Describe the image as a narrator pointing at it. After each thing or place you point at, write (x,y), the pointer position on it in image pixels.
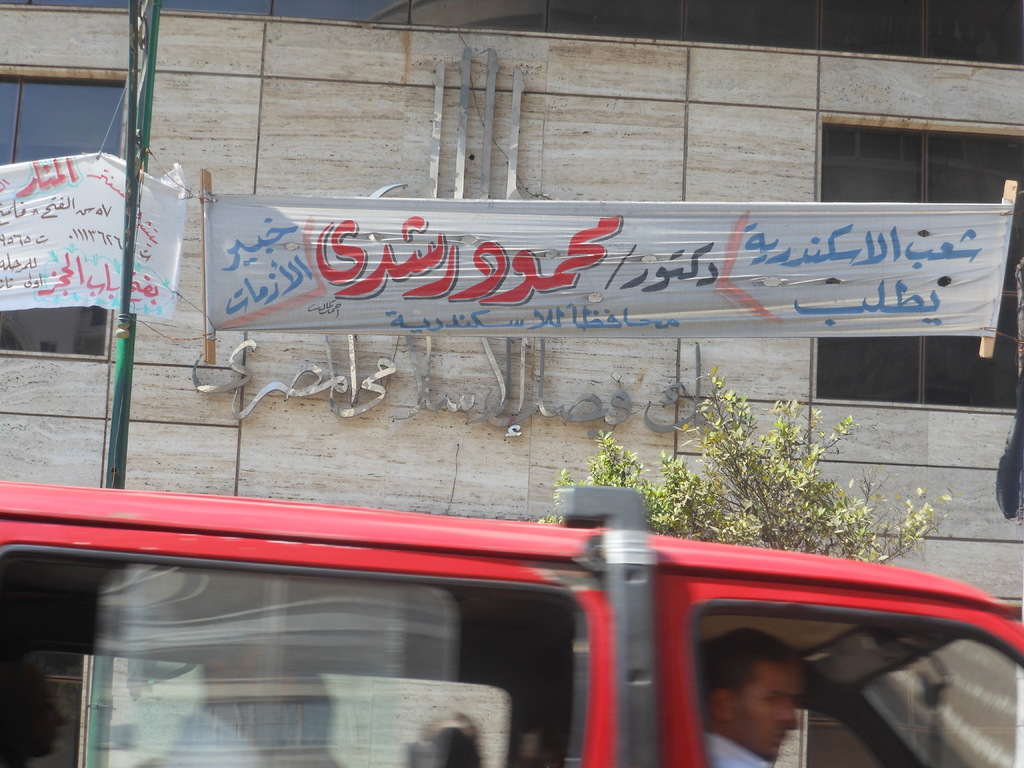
In this picture we can see a vehicle (394,697) and inside man (749,671) is sitting and in background (264,216) we can see wall (753,176), banner (701,305), tree (870,496), pole (136,122), window (978,186).
